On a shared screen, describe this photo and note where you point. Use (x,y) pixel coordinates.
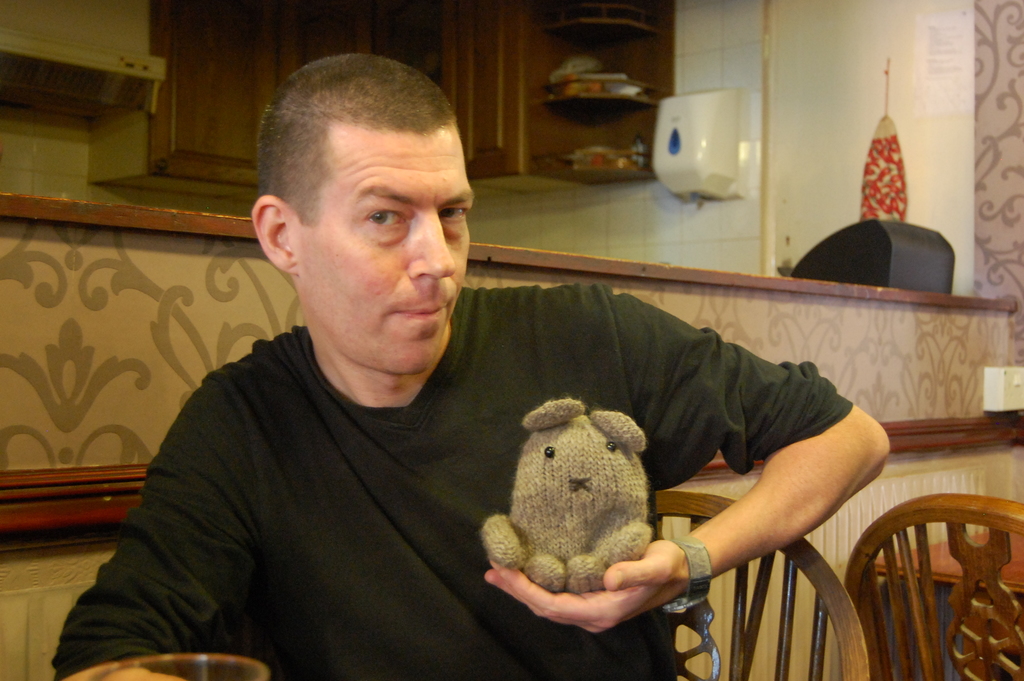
In this image I see a man (504,396) who is sitting on the chair (816,639) and he is holding a soft toy (540,469). In the background (92,541) I can see the wall (63,18), a chair (886,663) and the table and the cabinets (615,178).
